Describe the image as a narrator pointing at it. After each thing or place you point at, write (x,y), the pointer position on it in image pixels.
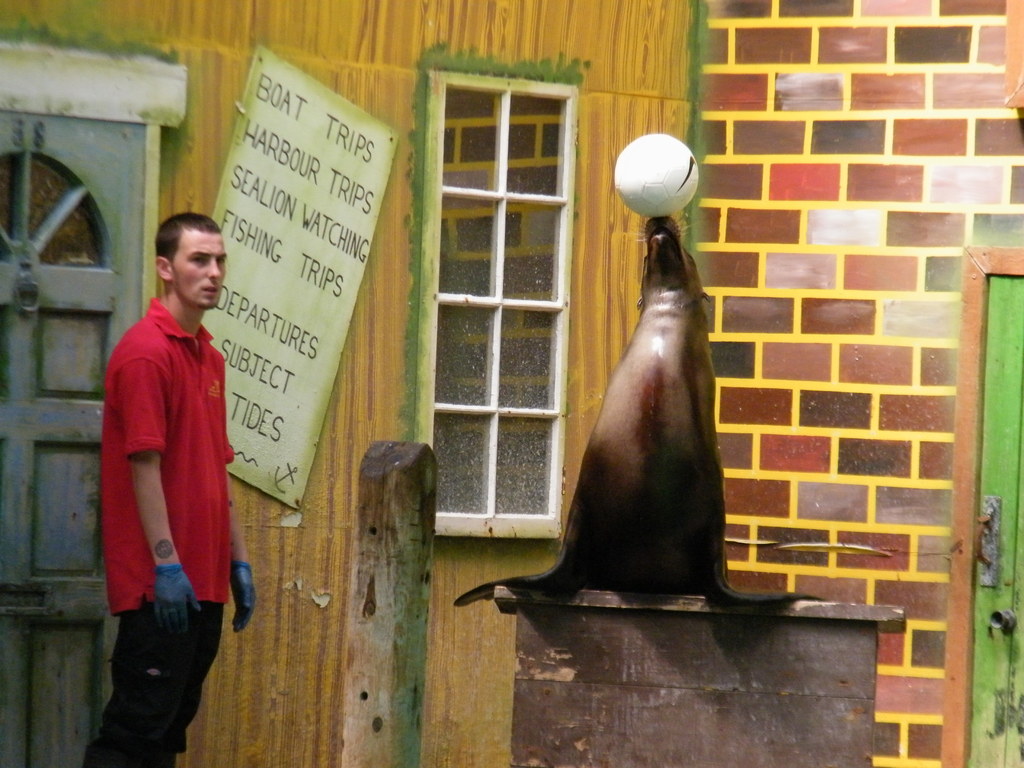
In this image we can see a person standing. We can also see a sea lion (641,530) sitting on a box (745,614) and a wooden pole (380,476). On the backside (256,204) we can see a building (395,310) with windows (450,392), doors (87,556) and a board (272,75) with some text (312,225) on it which is pinned to a wall (248,67).
